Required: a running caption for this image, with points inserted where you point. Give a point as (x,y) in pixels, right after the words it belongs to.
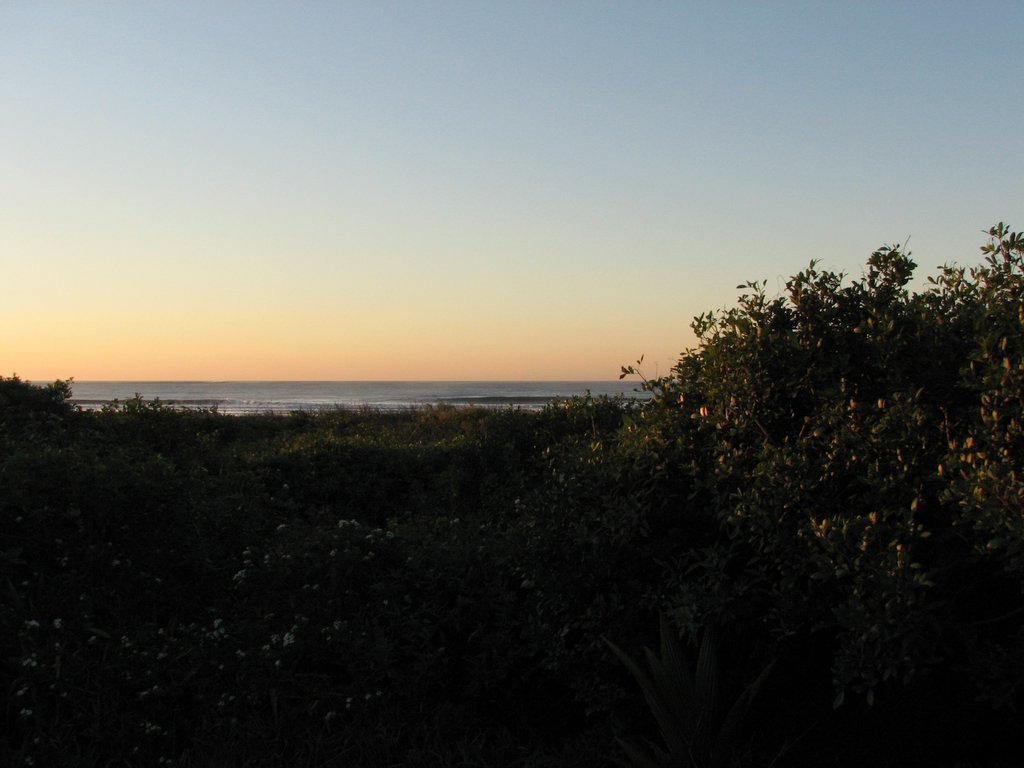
In this image, we can see trees (710,460) and plants (413,565) and in the middle (399,391), there is water (395,405). At the top (460,133), there is sky (470,153).
